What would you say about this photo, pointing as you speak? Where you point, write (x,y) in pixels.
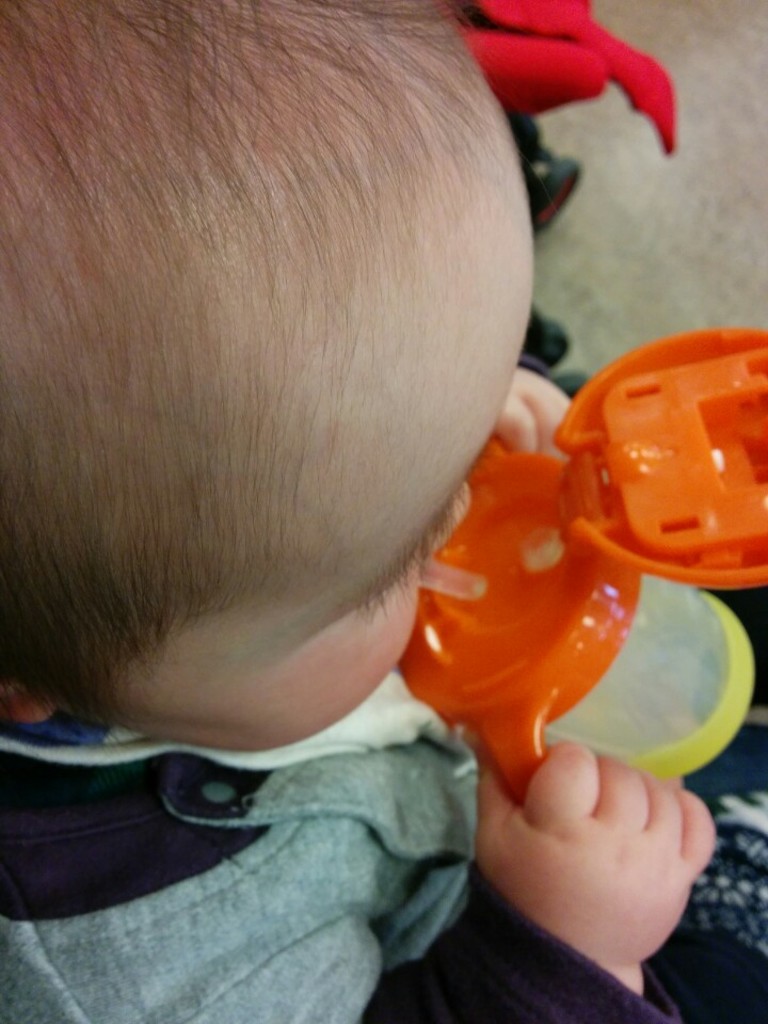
In this image I can see the baby (158,733) holding the sippy cup (593,600) and the sippy cup (591,641) is in orange and yellow color. The baby (329,855) is wearing black and gray color dress (217,874).
